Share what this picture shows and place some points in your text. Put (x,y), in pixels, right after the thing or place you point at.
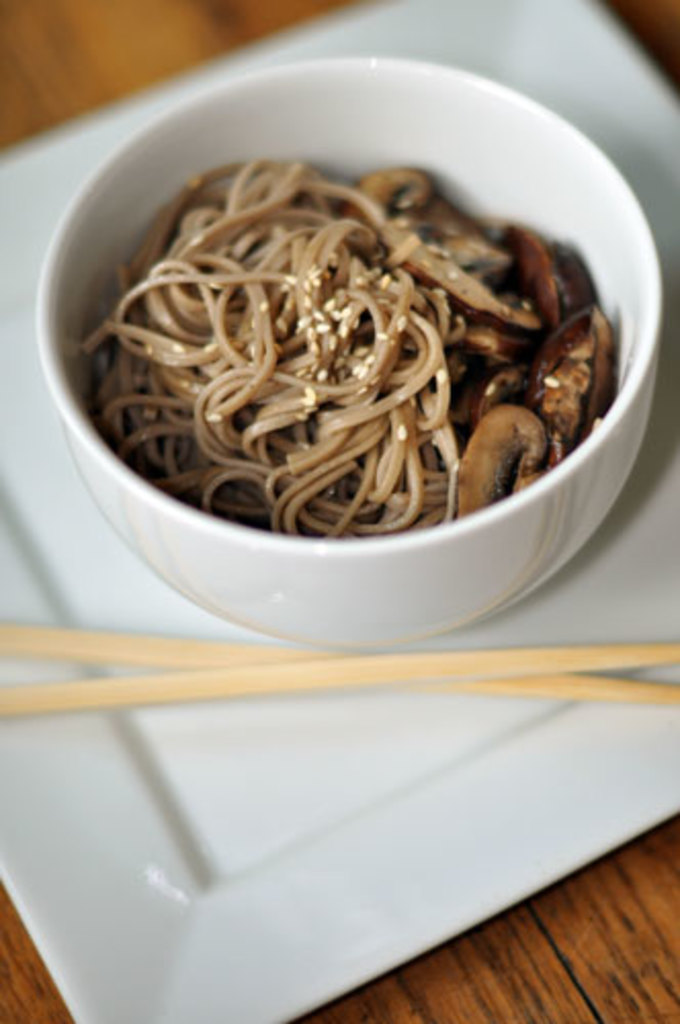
On the table (547,934) there is a white color plate (308,930). On the plate (252,707) there are two chopsticks (70,649) and a bowl (455,611). Inside the bowl (502,596) there is a food item (374,295).
